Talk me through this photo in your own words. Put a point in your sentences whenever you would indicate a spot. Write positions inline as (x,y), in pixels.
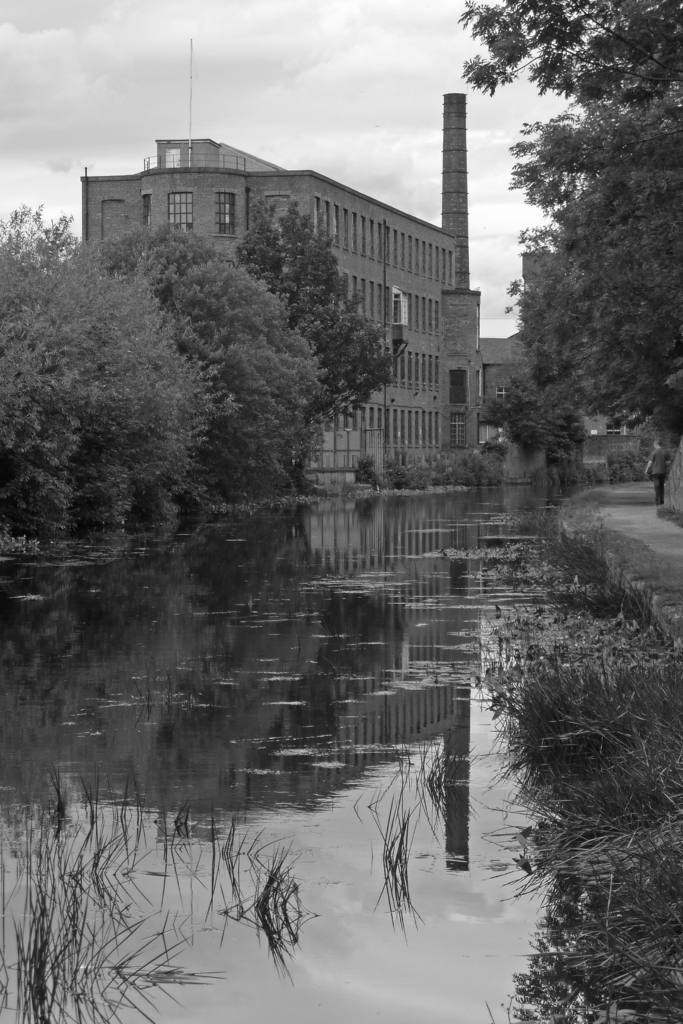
It looks like a black and white picture. We can see a man (663,458) is standing on the path (646,501) and on the left side of the man (651,469) there is water (347,590), plants (599,740), trees (225,313), buildings (454,357) and the sky (349,114).
